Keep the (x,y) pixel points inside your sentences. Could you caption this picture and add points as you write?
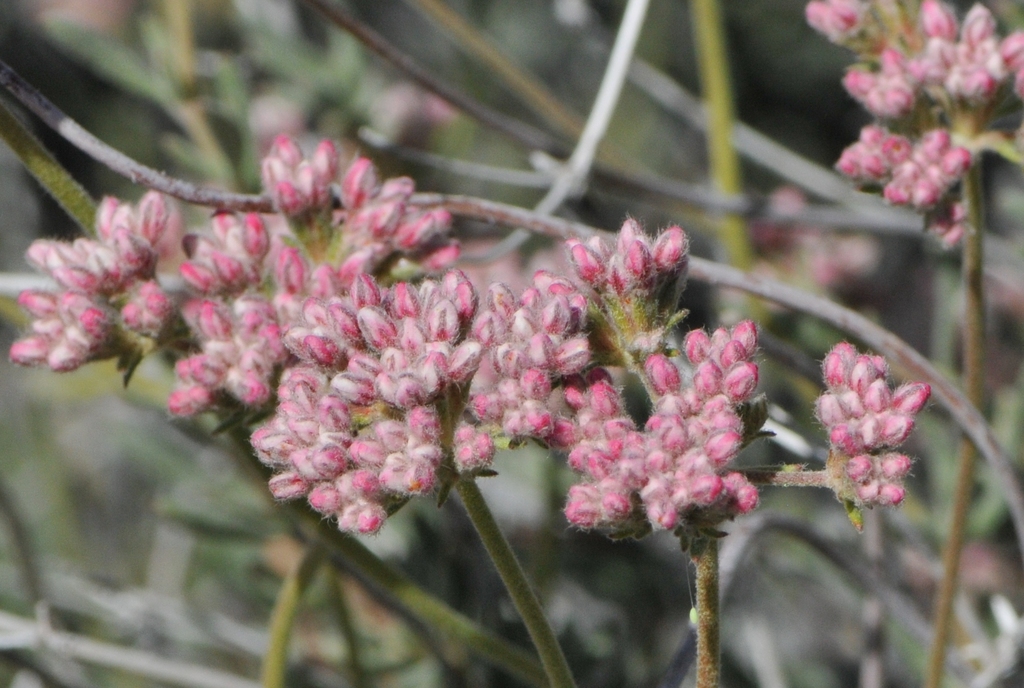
As we can see in the image there are plants (424,265) and flowers (449,314).
